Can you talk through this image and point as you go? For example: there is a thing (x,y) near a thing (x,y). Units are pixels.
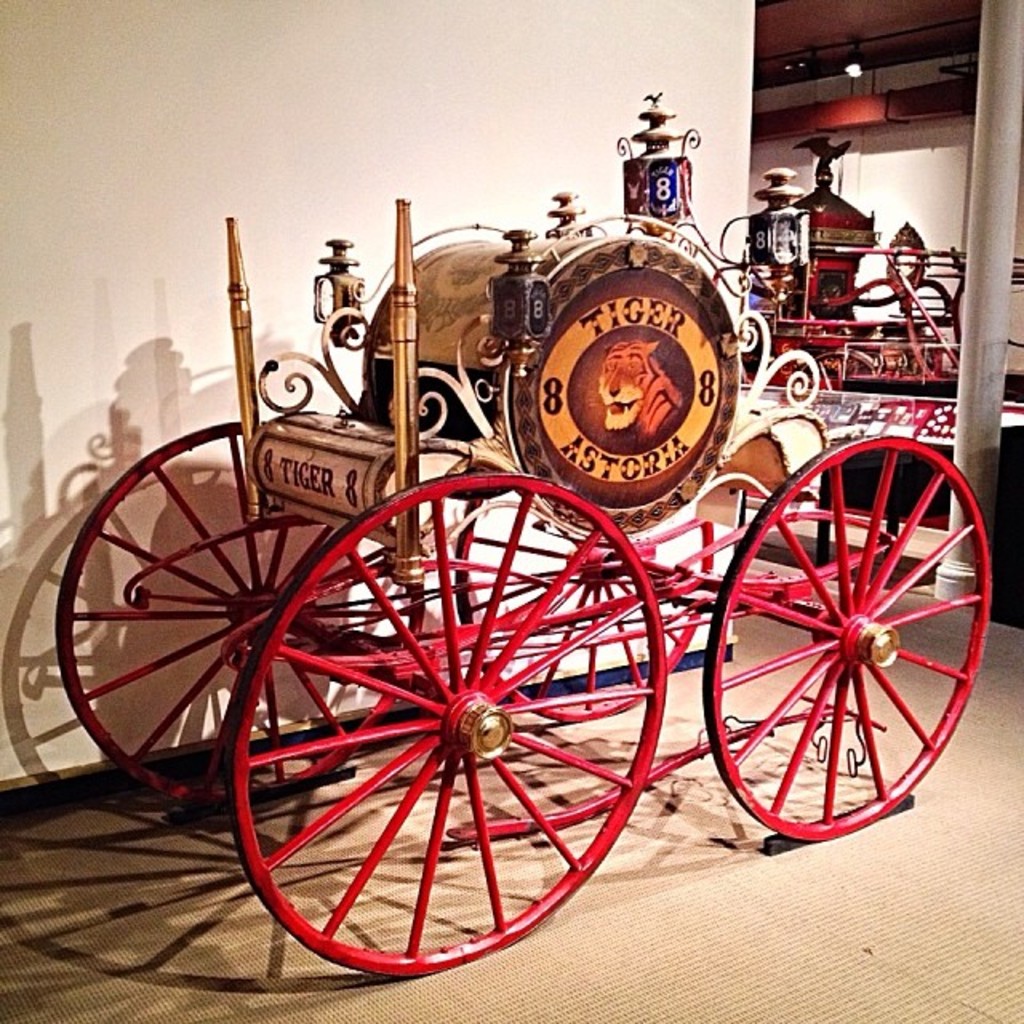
In this image I see a wagon (556,523) which is of red in color and I see a picture (612,387) of tiger (631,352) over here and I see the words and numbers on this thing (615,299) and I see the floor (914,916). In the background (175,692) I see the wall (63,723) and I can also see another wagon (804,318) over here and I see the light (851,73) over here.
